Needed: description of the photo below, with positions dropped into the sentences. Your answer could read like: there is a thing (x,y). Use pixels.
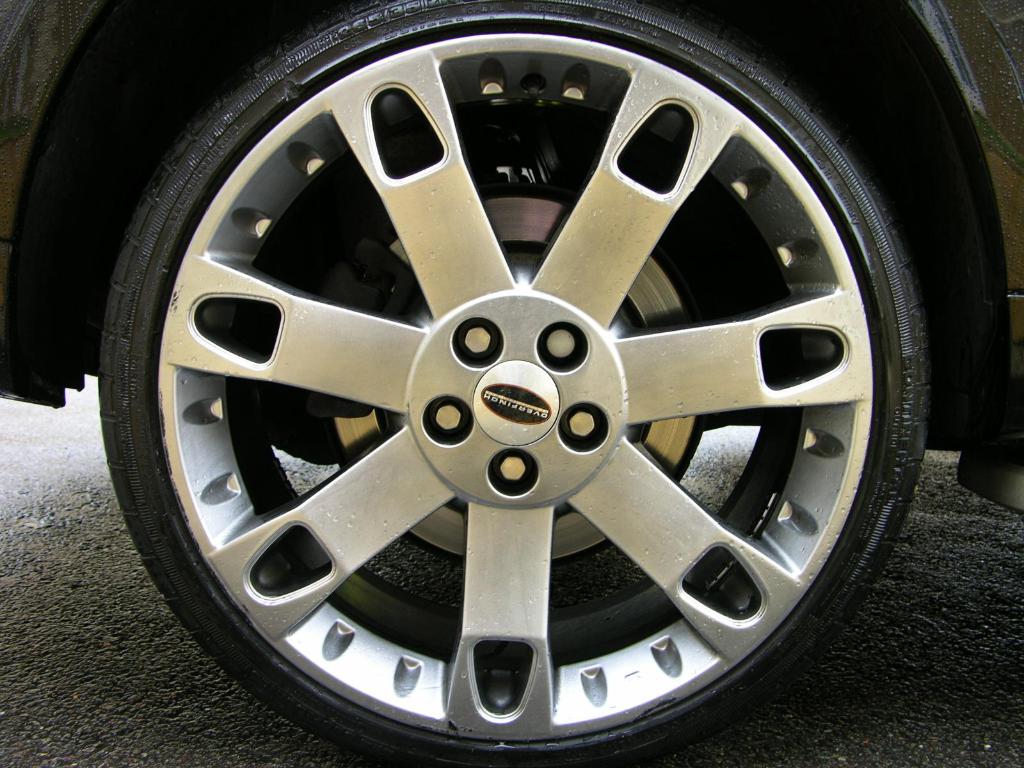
In this image we can see a car tyre (380,752). At the bottom of the image (18,637) there is road (127,709).
